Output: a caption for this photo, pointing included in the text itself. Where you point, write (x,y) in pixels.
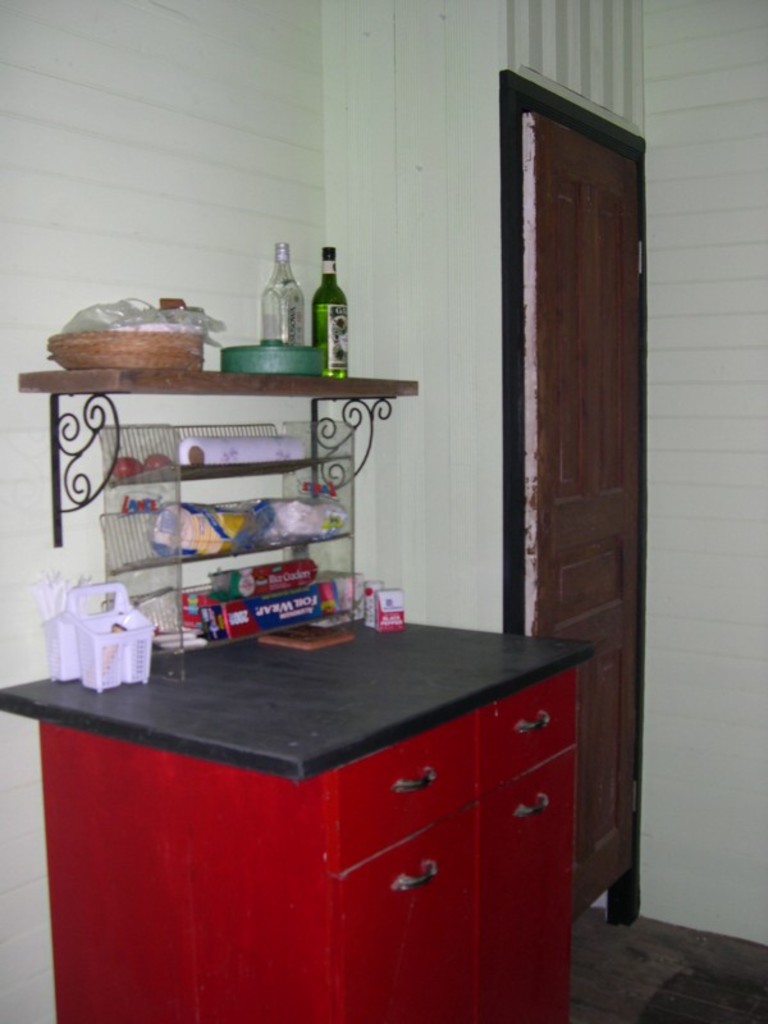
This is a red cupboard (328,889), above this red cupboard (106,812) there is a basket (137,620) and small rack (145,480) with things (315,501). On this wood table (159,378) there is a bottle (338,344) and basket (175,334). This is a wood door (591,413).
